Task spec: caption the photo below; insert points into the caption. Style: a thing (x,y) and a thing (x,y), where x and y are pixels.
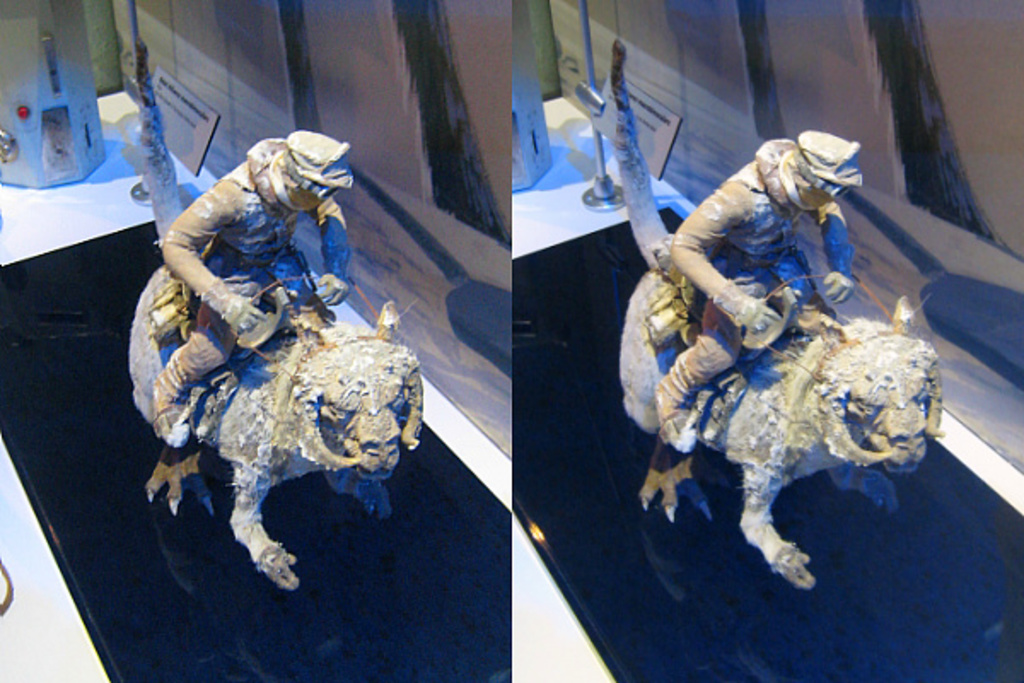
There are two images. In the first image, there is a person's statue (333,178) sitting on the animal's statue (285,432) which is on a slab (277,612) near a wall (349,36) and an object (74,127). And the second image is same as the first image.
